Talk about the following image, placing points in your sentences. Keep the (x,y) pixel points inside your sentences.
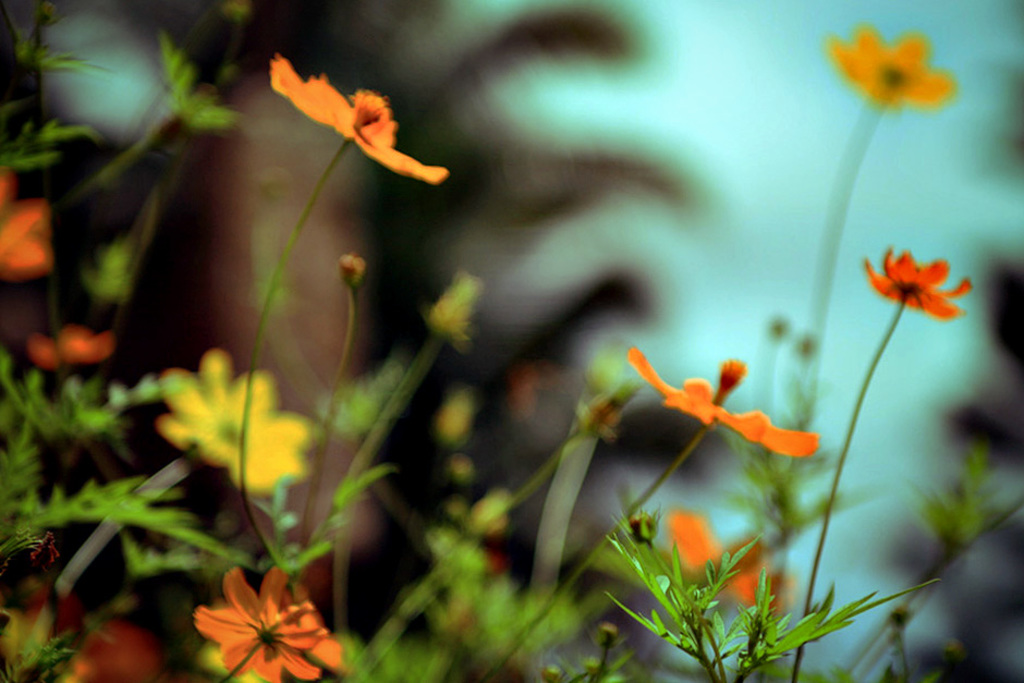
In this image we can see there are plants (343,516) with flowers (197,382) and blur background (579,307).
